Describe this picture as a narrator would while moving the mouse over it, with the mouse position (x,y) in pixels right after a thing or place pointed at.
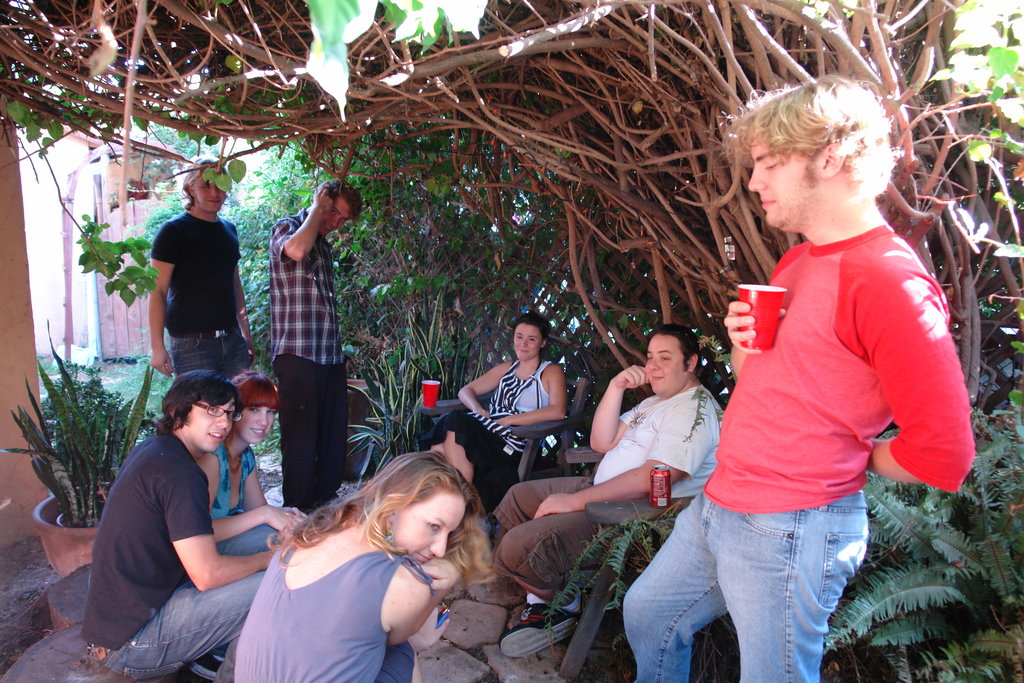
In this picture, we can see a few people (511,394), among them a few are sitting, a few are standing and some are holding some objects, and we can see the ground (85,651), stones (81,614), plant (80,502) in pots (51,516), trees (688,187), and the wall (38,207) with door (101,312).
